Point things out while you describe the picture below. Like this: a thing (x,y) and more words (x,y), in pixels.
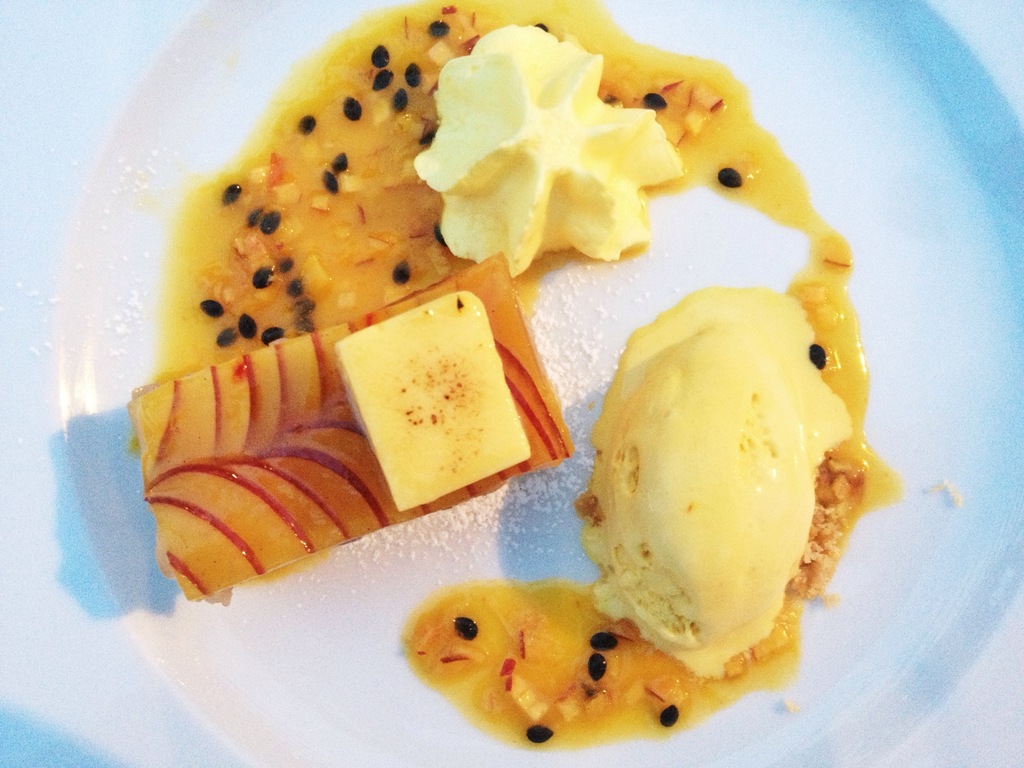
In this image we can see ice cream (650,355), sweet (530,338) and other food items (427,208) on a plate (774,66).
